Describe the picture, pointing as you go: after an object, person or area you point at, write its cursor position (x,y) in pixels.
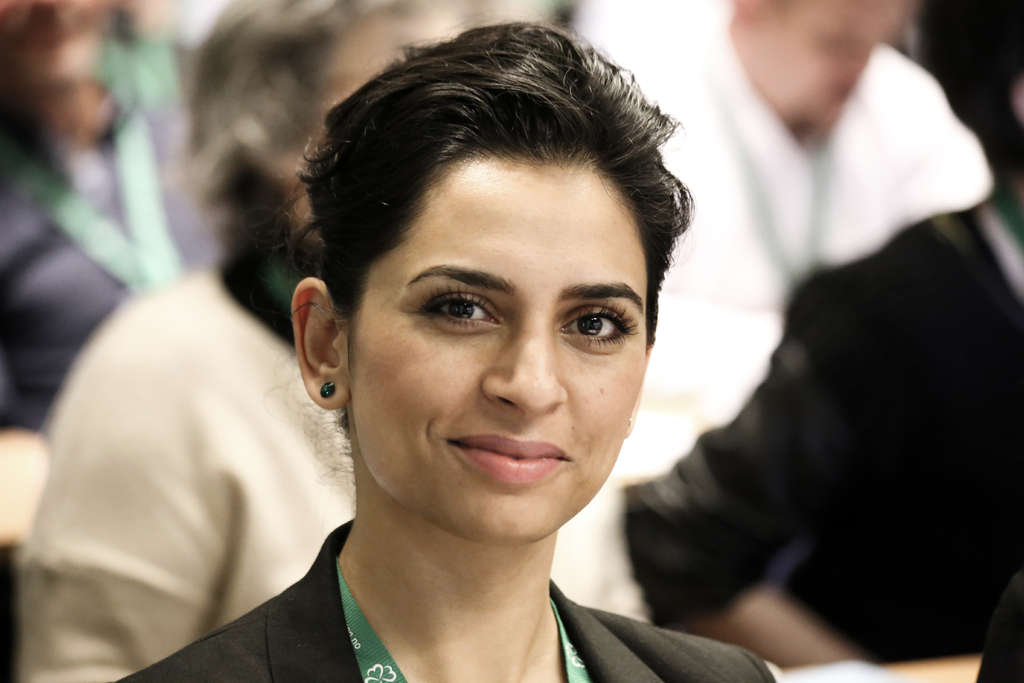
There is a woman (544,362) smiling. In the background (837,342), there are other persons (274,63) in different color dresses (991,486).
